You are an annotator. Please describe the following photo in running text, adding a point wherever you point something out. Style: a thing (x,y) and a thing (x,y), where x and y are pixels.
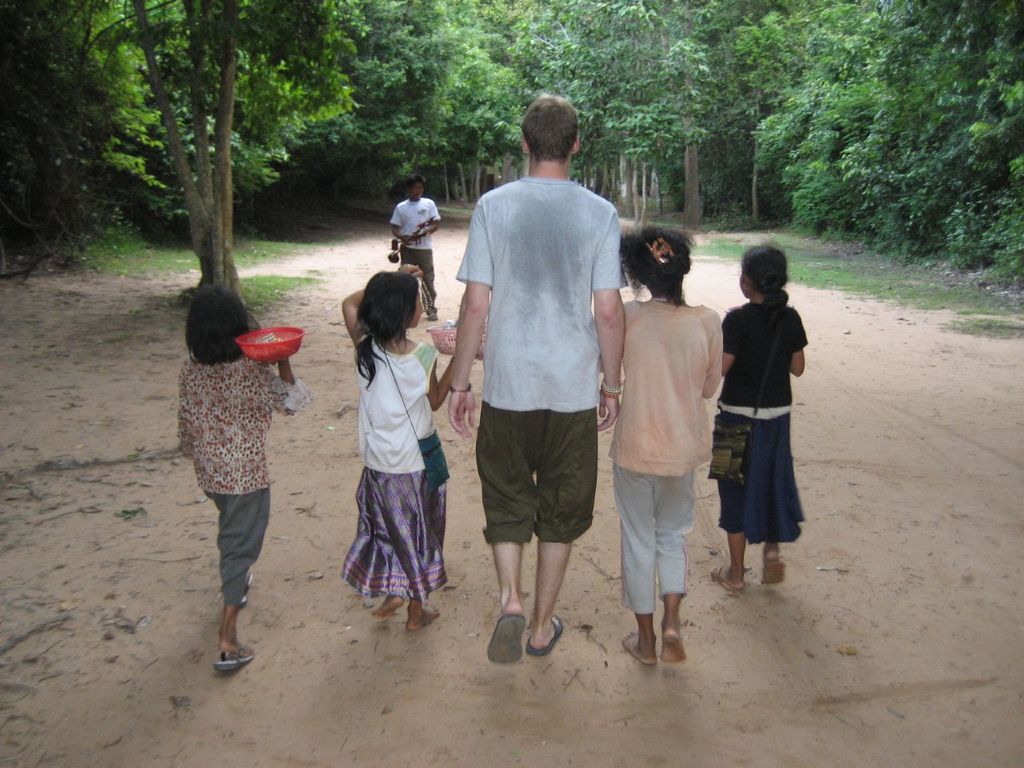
In this picture, the man (495,456) in white t-shirt (486,392) and four children (791,393) are walking. A girl (398,480) in white t-shirt (405,411) who is wearing green bag (421,441) is holding a pink color basket (445,344) in her hands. Beside her, the girl (224,419) in patterned top (257,400) and grey trousers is holding a red color basket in her hands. In front of them, boy (404,217) in the white t-shirt (416,211) is standing. There are many trees (458,138) in the background (416,135). At the bottom of the picture (467,664), we see sand (785,590).
